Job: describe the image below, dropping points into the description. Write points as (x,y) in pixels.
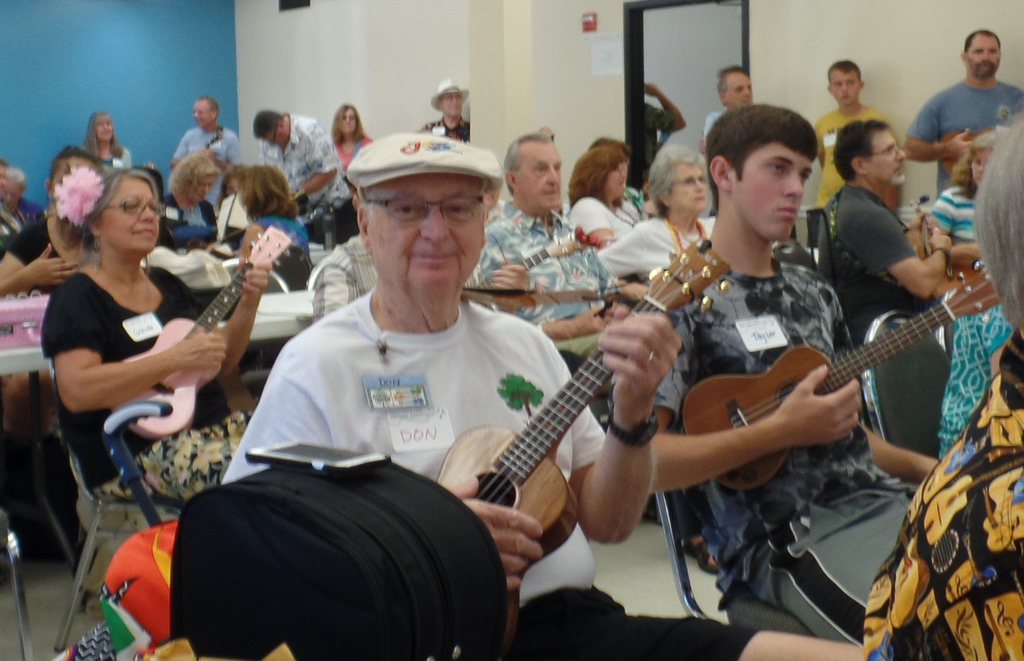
A group of people (522,535) are sitting on the chairs (888,394) and playing the guitars (872,346) few people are standing near the wall (252,149) there is an open door (672,52) in the right (720,68).
